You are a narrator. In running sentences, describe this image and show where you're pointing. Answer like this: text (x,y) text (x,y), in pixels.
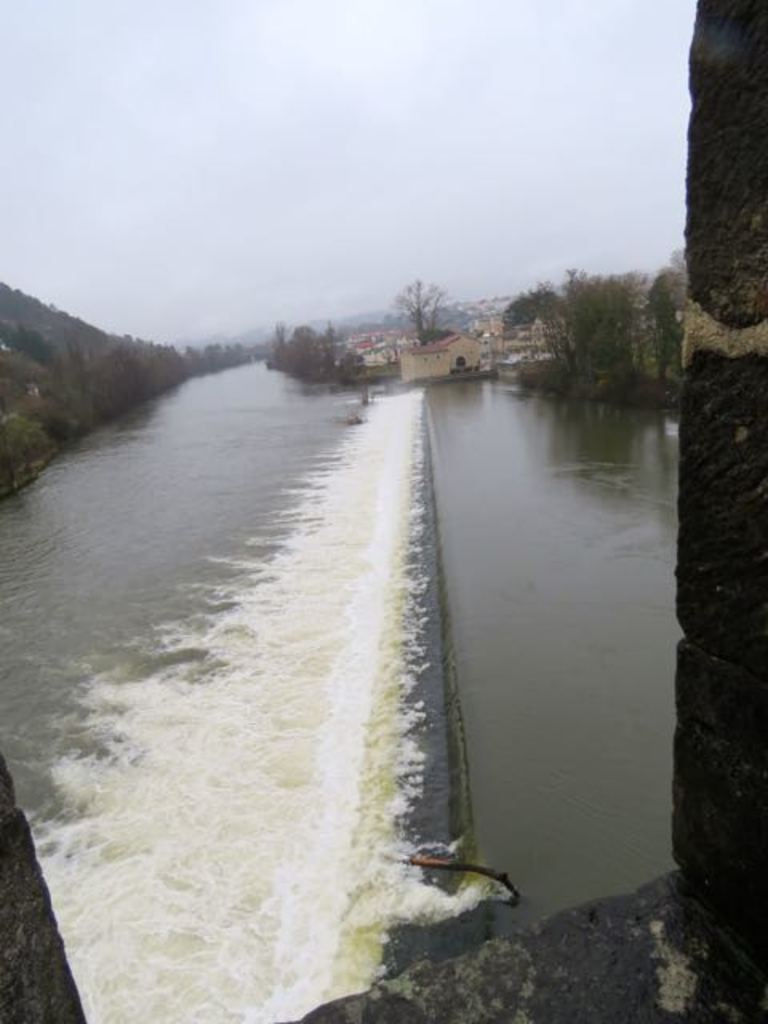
In this picture there is a small river (388,796). Behind there is a small shed house (410,375) and trees (359,369) on both the sides of the river (218,448).
